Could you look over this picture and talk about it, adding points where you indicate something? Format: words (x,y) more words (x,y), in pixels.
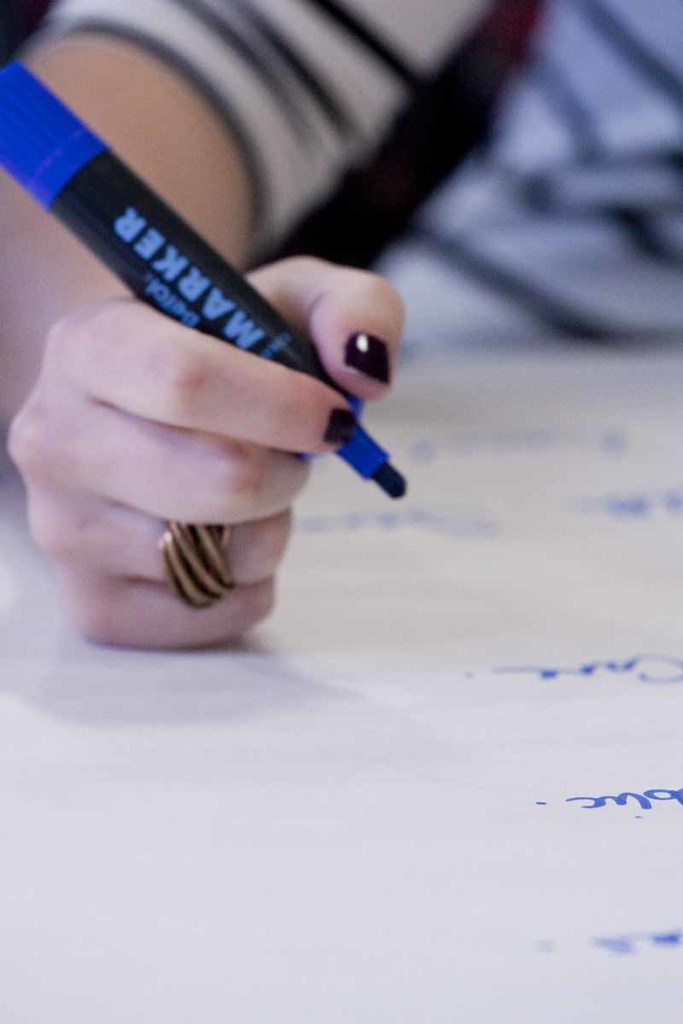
In this image, we can see a person (223,225) holding a marker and wearing a ring (180,545). At the bottom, there is some text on the paper (396,854).
